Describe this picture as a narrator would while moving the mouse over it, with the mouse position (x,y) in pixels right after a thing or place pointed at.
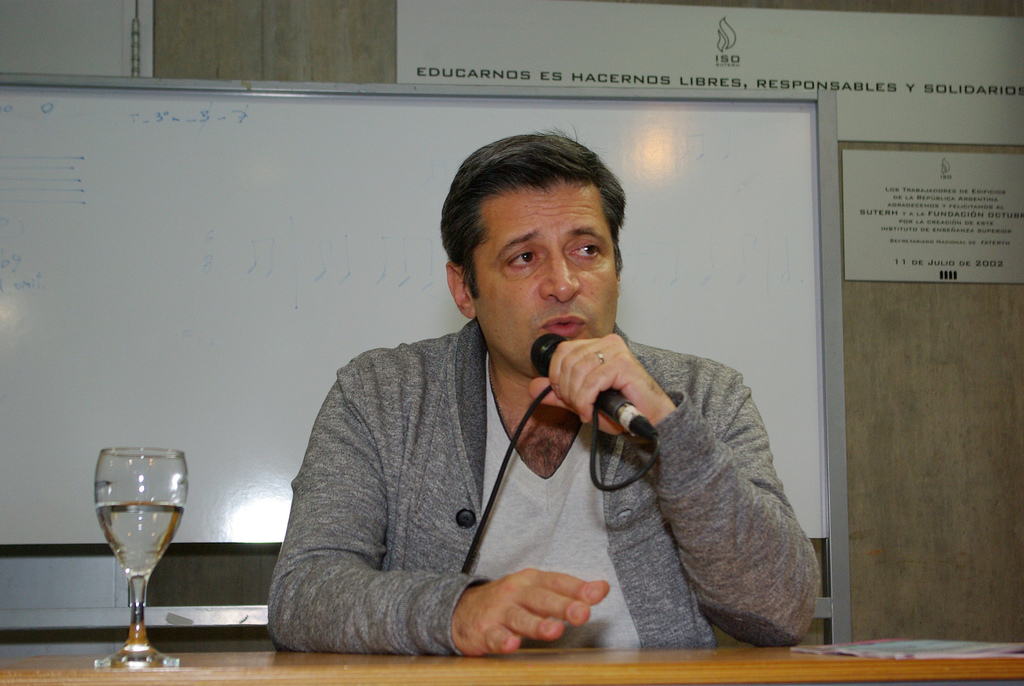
The picture is taken inside a room (553,362) where a person (489,464) is sitting in front of the table (559,684) and the glass (133,638) on the table (184,656), the person (400,595) is wearing a grey shirt (422,489) and white t-shirt (554,504) and he is holding a microphone (623,423). Behind him there is a white board (257,359) and behind that there is a big wall (313,53) and some text (914,205) is written on it.
